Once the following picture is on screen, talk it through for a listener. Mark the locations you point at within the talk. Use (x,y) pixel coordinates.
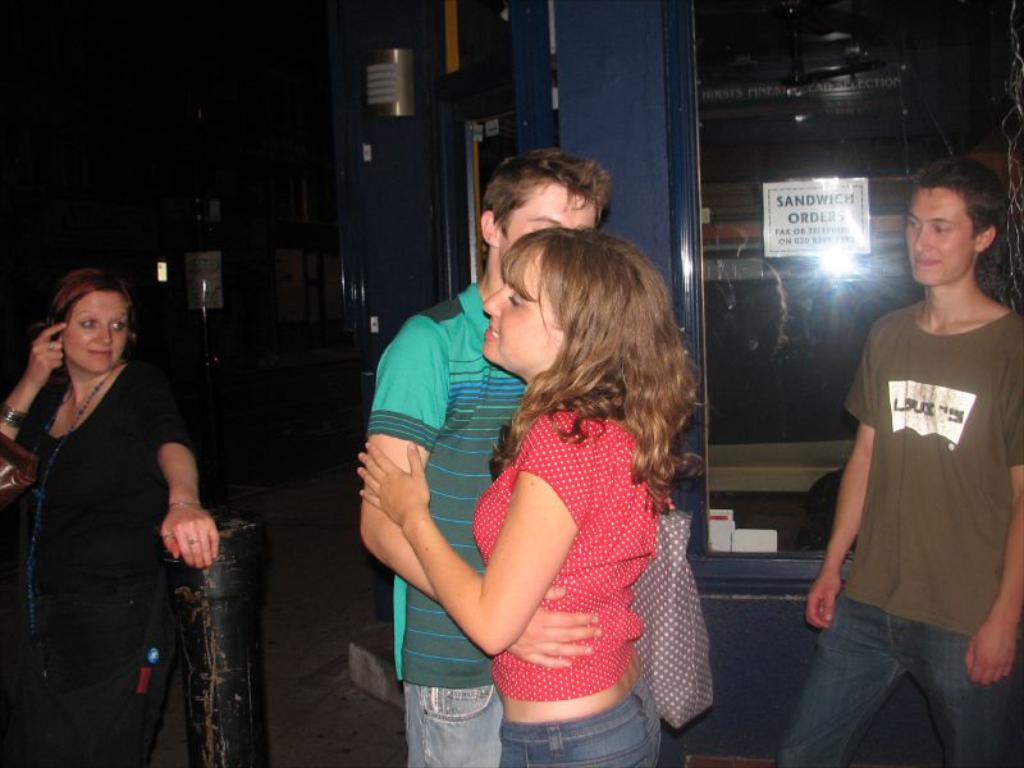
In this picture we can see four people (959,409), pole (221,710) on the ground (346,721) and a woman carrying a bag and on the glass (767,203) we can see a poster (852,221) and some objects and in the background (221,116) it is dark.
